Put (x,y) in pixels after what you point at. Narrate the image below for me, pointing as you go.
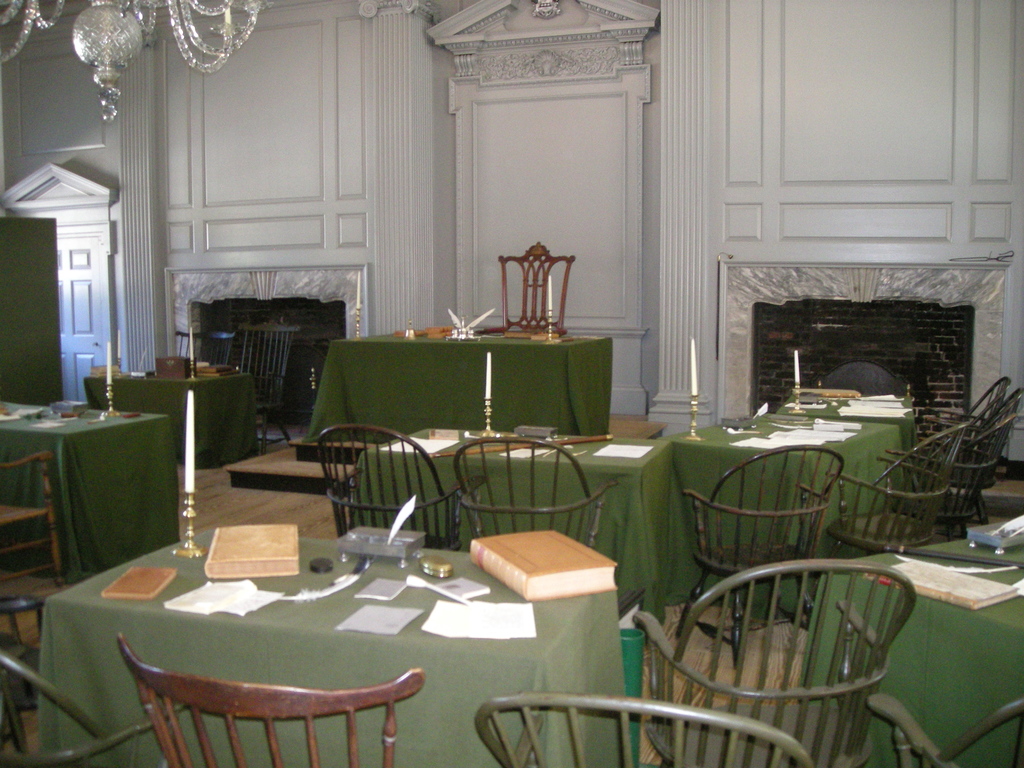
In this image we can see chairs (521,457), tables (526,503), table cloths (398,603) on the tables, stationery (360,540), candles (193,439) on the candle holders (192,521), chandelier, mantelpiece (203,287) and walls (352,256).
